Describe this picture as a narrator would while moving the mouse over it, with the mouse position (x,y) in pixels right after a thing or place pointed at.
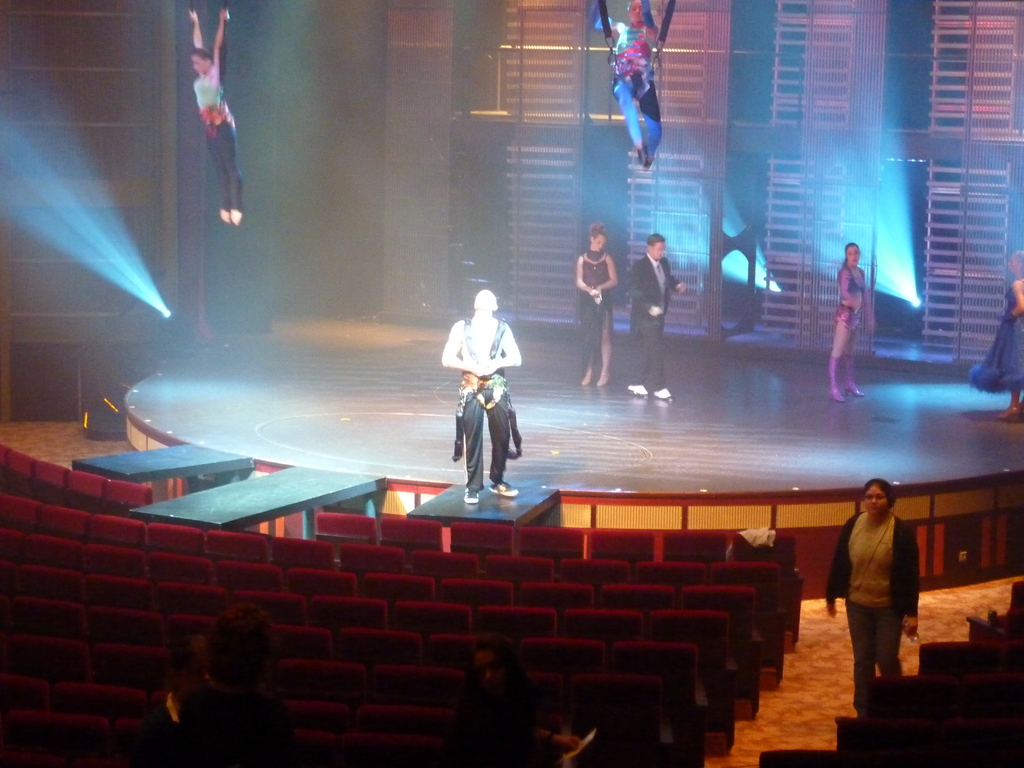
In this image I can see the group of people (636,304) standing and wearing the different color dresses (659,357). I can see two people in the air. In-front of these people (478,356) there are chairs (911,703). In the background (140,348) I can see the lights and the wall (489,199).
